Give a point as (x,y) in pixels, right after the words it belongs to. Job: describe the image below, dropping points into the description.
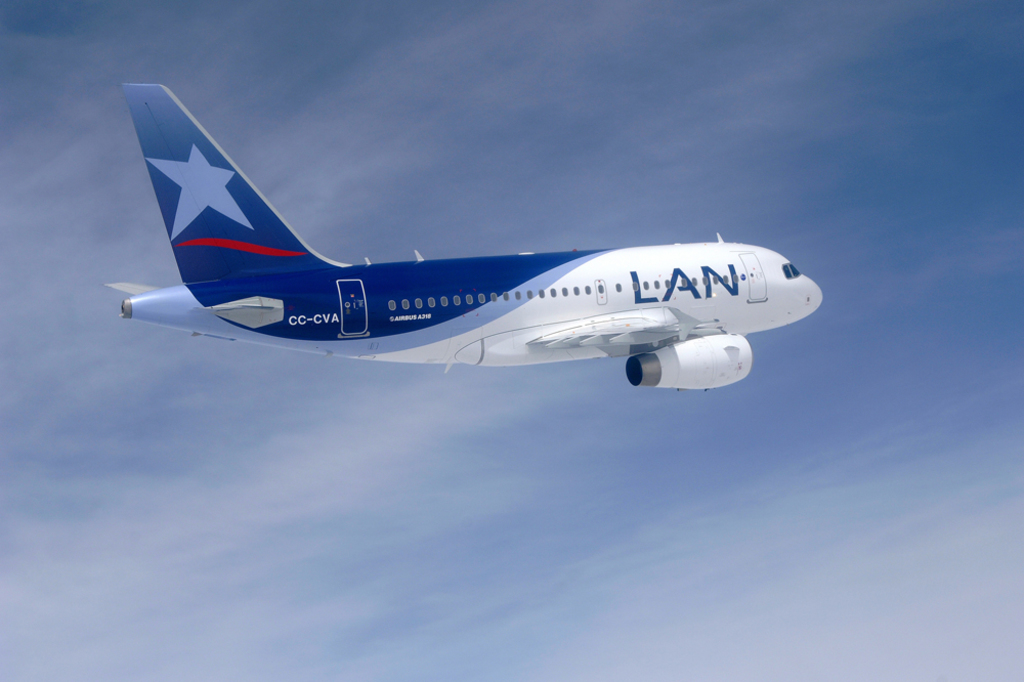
This picture is clicked outside. In the center (491,357) we can see an airplane (658,248) flying in the sky (848,247) and we can see the text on the airplane (611,317). In the background (804,459) we can see the sky (48,527).
